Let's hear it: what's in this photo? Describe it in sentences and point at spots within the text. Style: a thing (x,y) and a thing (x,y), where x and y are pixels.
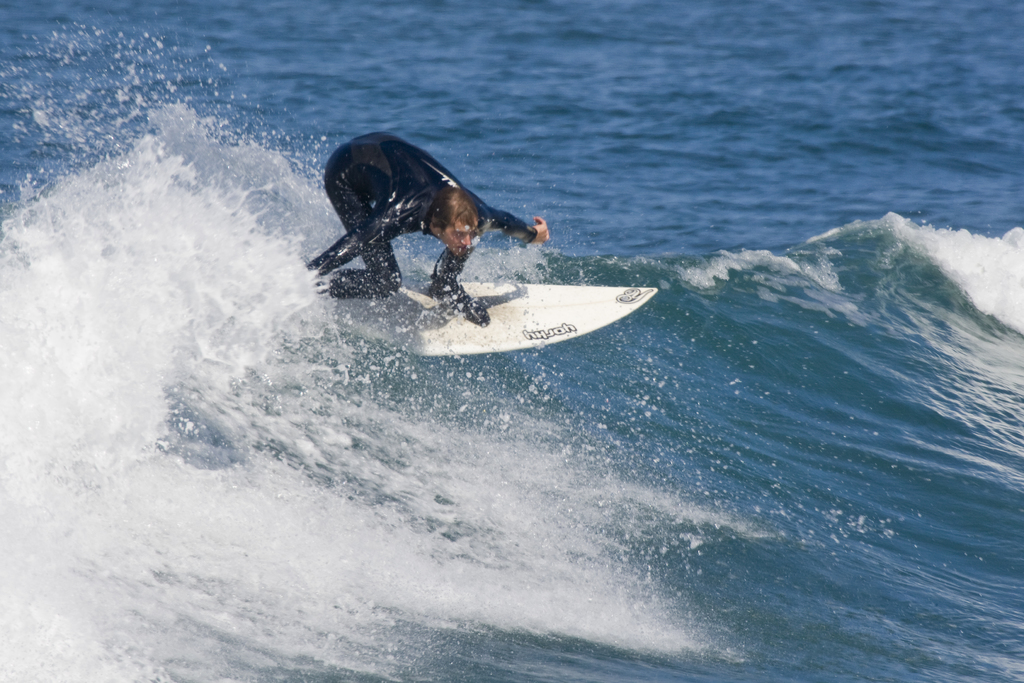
As we can see in the image there is water (204,168), a man (413,197) wearing black color swimsuit (424,217) and surfing.
